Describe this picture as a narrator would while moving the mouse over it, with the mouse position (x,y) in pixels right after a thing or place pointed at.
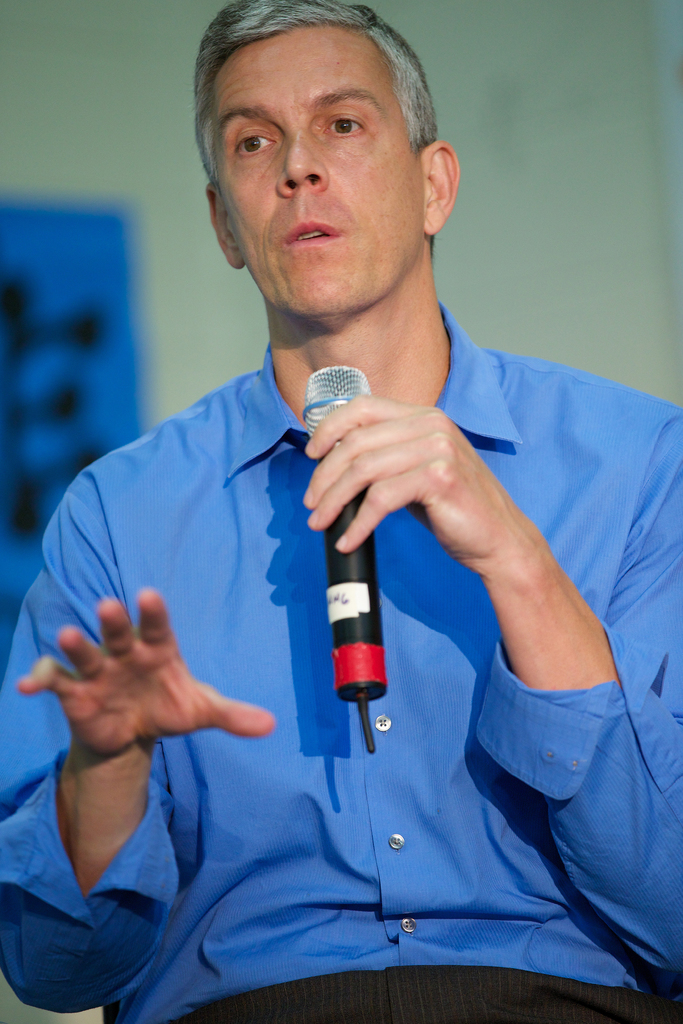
This picture shows a man (106,984) seated and speaking with the help of a microphone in his hand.
